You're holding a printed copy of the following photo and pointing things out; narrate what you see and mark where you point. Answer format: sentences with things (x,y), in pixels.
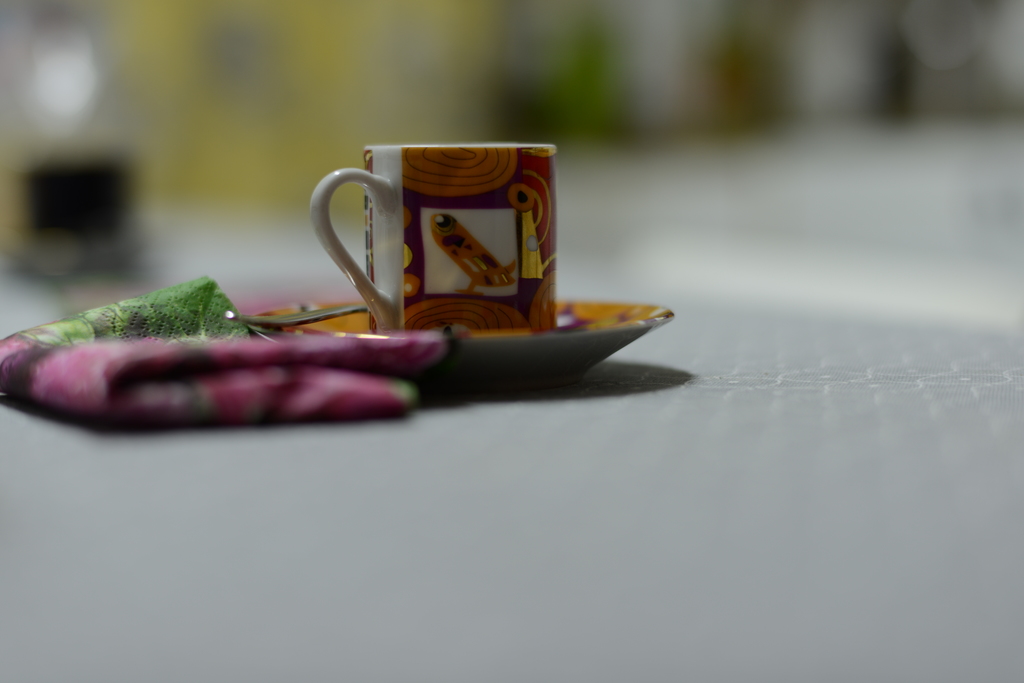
Background of the picture (519,99) is very blurry. Here we can see a cup (462,269), saucer (429,373) and a cloth (349,373).
